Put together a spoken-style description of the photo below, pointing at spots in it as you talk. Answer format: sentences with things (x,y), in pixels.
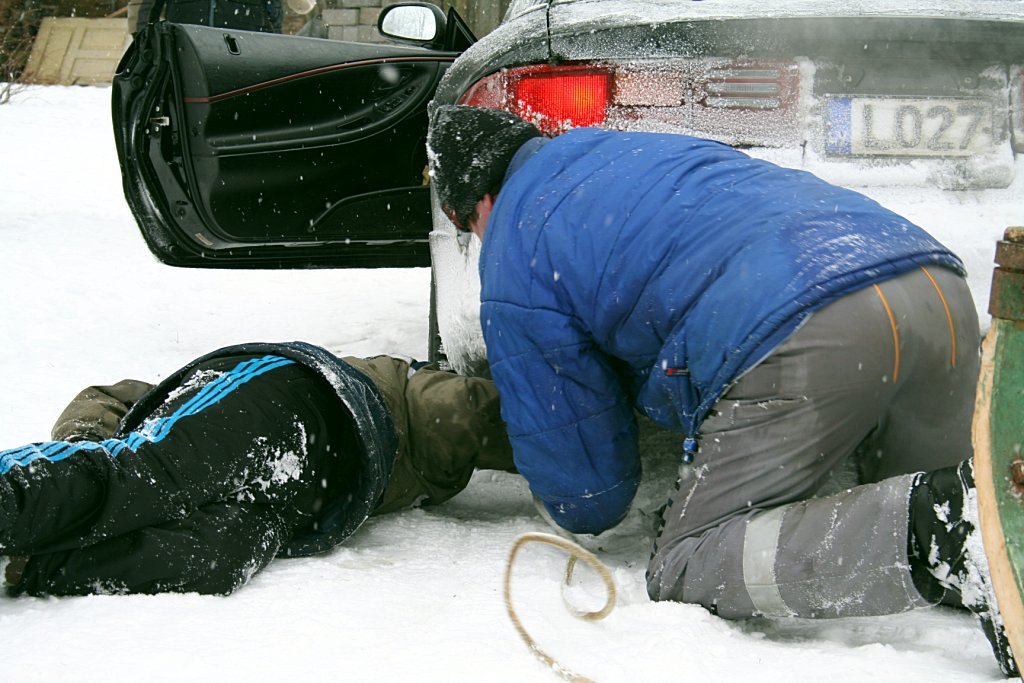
In the foreground of the image (651,354) there are two people (182,403). There is a car (271,159). At the bottom of the image (313,616) there is snow (274,596). In the background of the image (61,22) there is a door (46,25) and other objects (19,70).
